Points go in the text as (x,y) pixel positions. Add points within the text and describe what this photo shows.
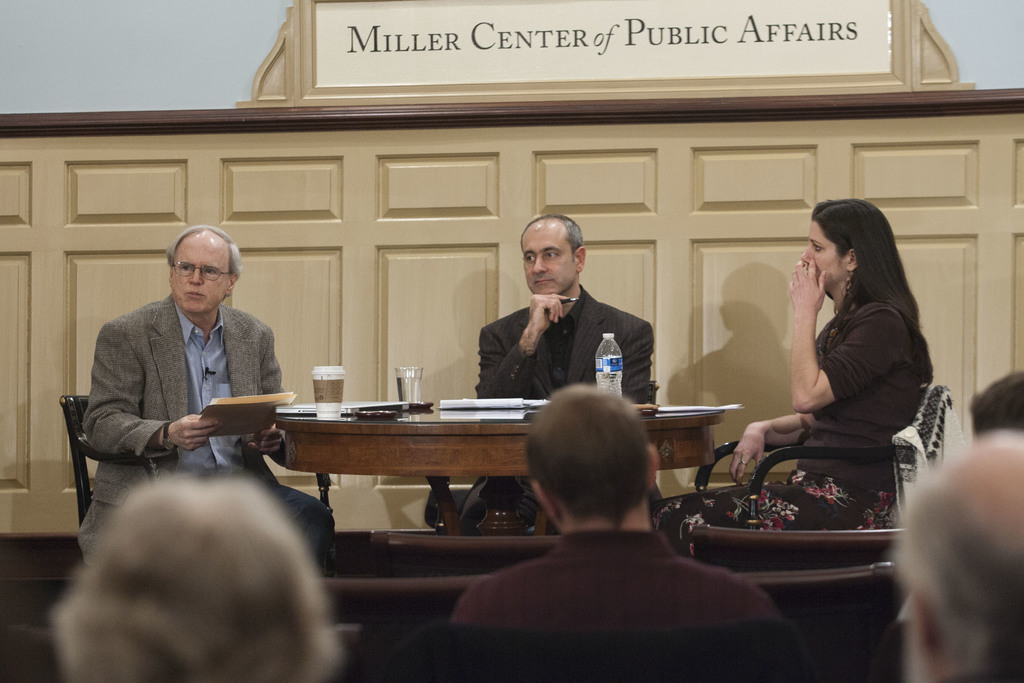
In this image there are three people (570,350) sitting around the table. There is a bottle (606,386), glass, cup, papers (480,403) on the table (507,444). In the front (346,595) there are group of people (746,589) sitting on the chair (460,629). At the back (206,45) there's a wall (175,45).
